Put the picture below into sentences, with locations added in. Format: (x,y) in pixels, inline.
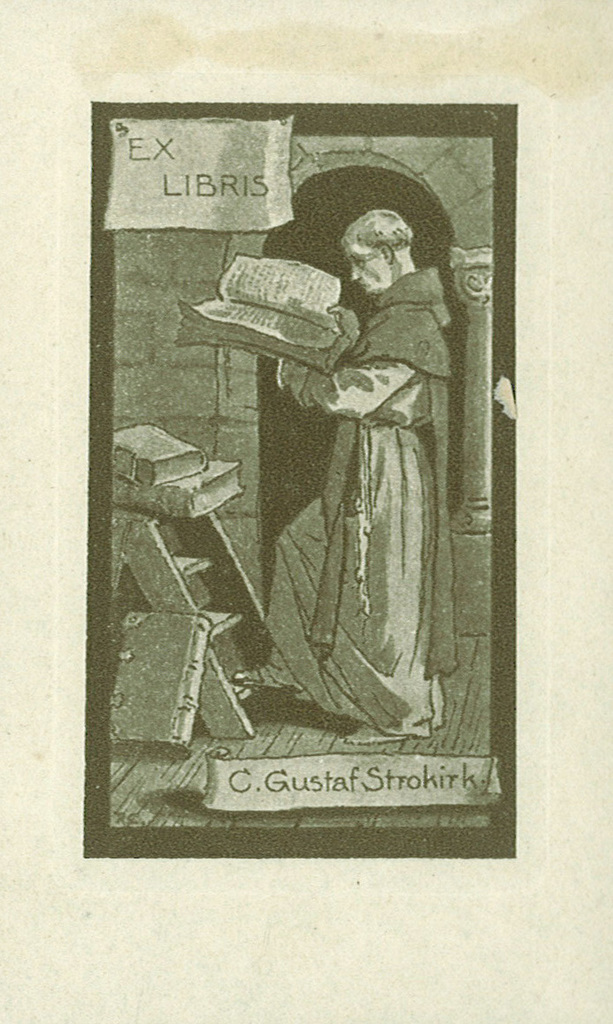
In this image we can see a person (361,482) holding a book (313,349). We can also see a ladder (156,584) with some books (143,501) on it.
